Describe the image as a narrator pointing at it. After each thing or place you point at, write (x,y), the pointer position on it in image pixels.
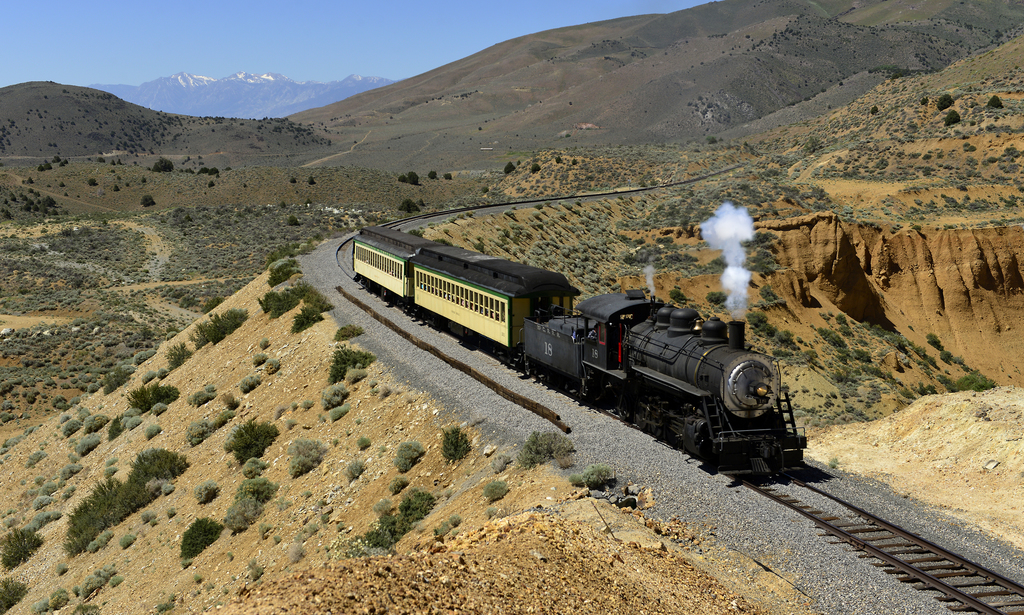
In this picture we can see a train (611,386) on the track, at the bottom (782,549) there are some stones (650,564), in the background (82,305) we can see some plants (16,290) and hills (167,107), there is the sky (262,30) at the top of the picture (262,30).
